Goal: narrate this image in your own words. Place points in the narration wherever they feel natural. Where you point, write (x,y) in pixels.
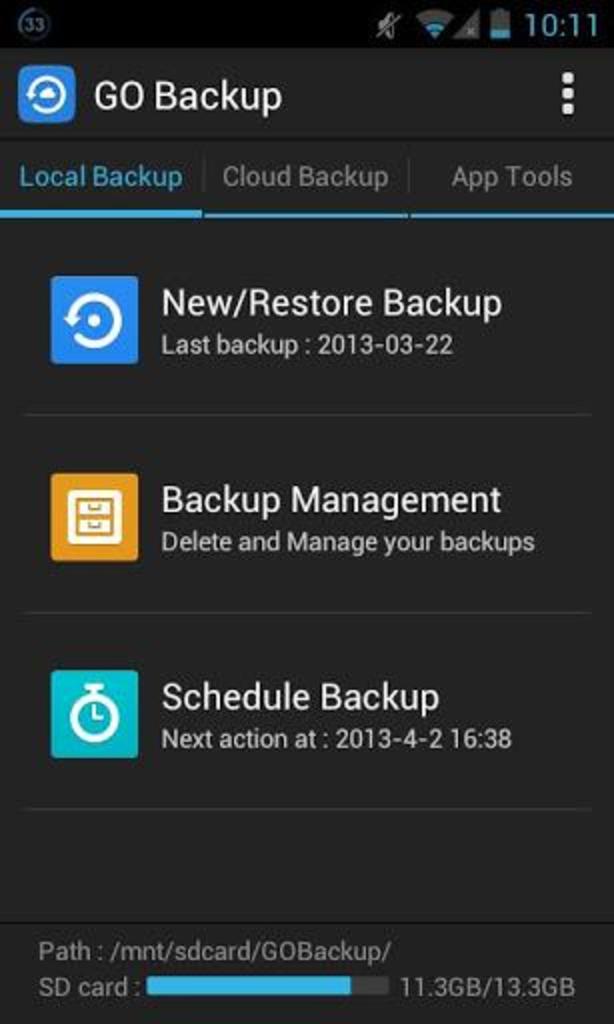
In this image there is a screenshot (262,570) of mobile settings (373,311).
